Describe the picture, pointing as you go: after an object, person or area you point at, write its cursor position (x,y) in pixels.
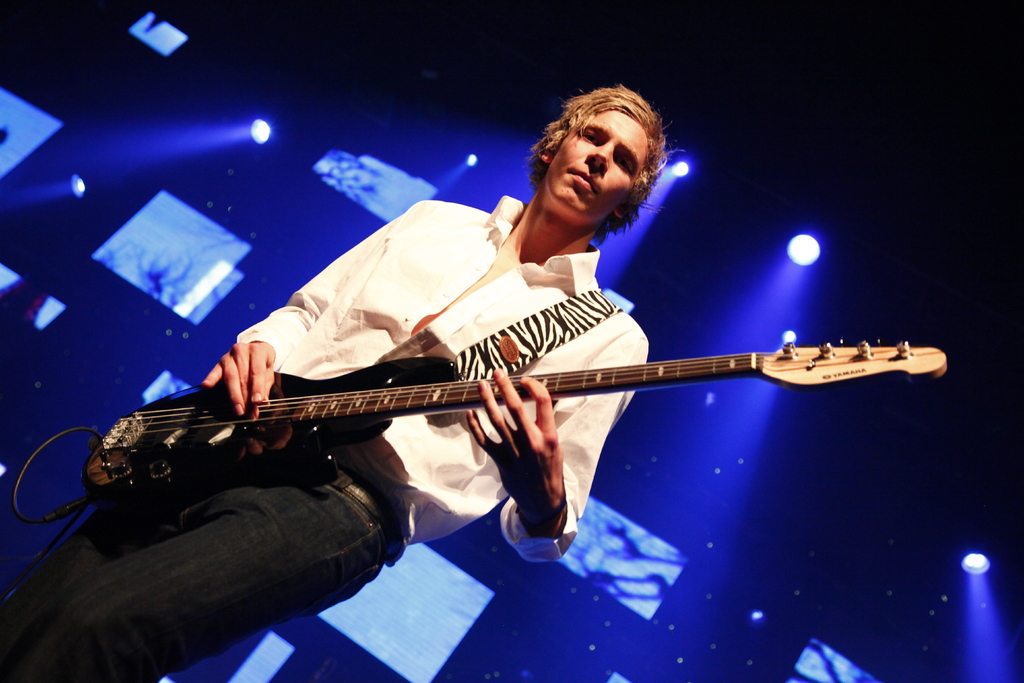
In this image there is a man (396,240) standing and playing a guitar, and the back ground there is screen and focus light (801,261).
